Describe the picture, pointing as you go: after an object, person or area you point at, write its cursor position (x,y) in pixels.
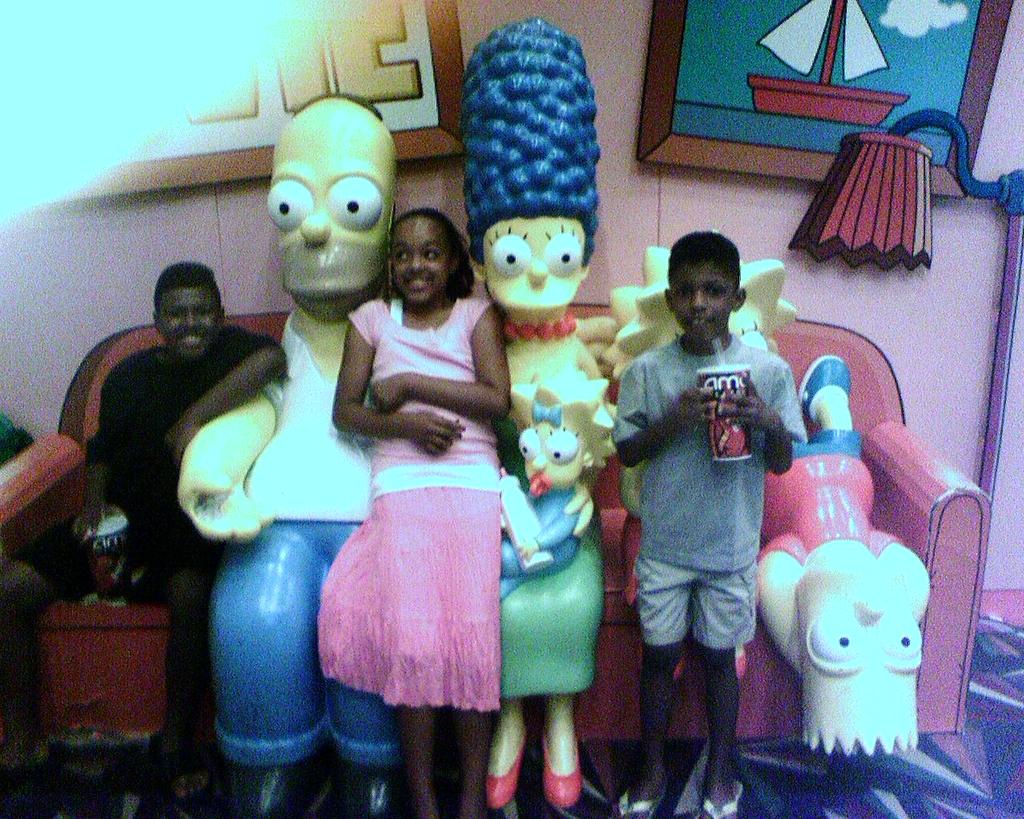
In this image I can see three children (451,489). I can see two of them are holding cups (732,445) in their hands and few toys (556,460) in between them. I can see a couch (930,521) which is pink in color behind them. In the background (620,209) I can see the wall (668,208) and few photo frames (710,108) attached to the wall (612,205).
